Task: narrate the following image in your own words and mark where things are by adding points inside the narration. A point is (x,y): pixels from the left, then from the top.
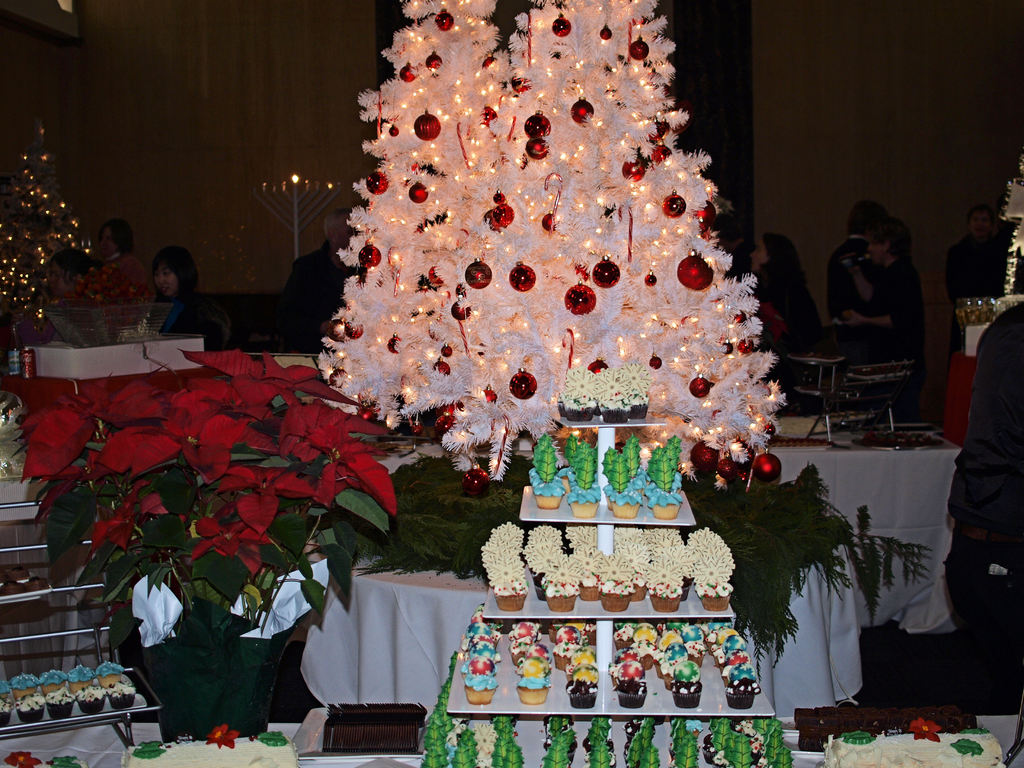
In this image is a tray (605,643) with so many cup cakes (636,728), behind the tray (606,624) there is a christmas (354,395), also there is a flower pot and table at the back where people (955,577) are surrounded.
